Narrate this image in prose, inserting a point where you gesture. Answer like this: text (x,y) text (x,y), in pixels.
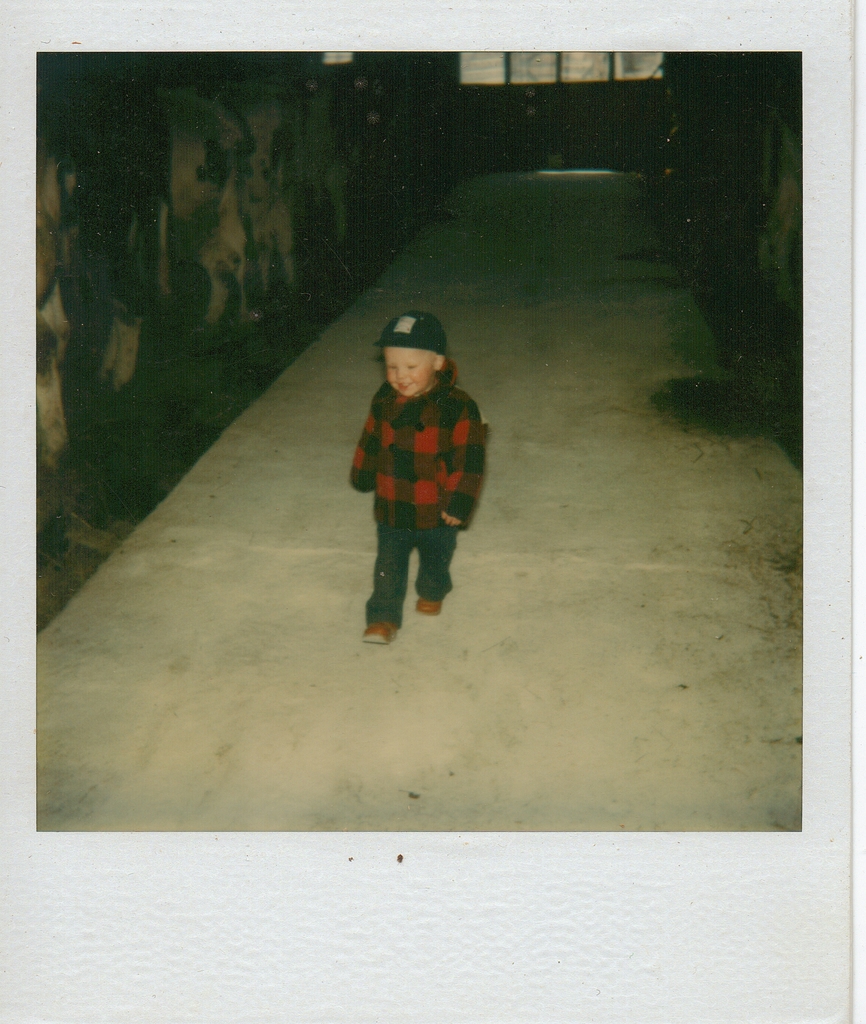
This picture shows a boy (455,516) walking. He wore a cap (427,326) on his head (420,370) and we see walls (527,147).
